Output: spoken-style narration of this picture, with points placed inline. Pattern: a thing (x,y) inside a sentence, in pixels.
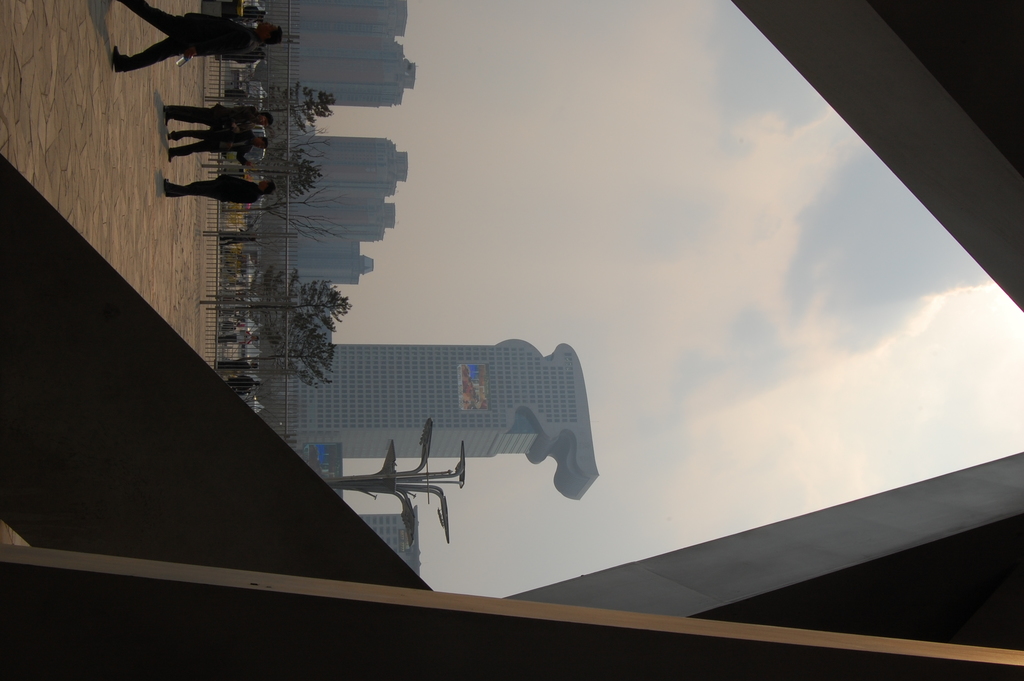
In this image I can see number of people (149,20) are standing. In the background (280,227) I can see the iron fencing (283,5), few trees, few poles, number of buildings (341,394), clouds (814,177) and the sky (742,304). I can also see this is an inverted image.
